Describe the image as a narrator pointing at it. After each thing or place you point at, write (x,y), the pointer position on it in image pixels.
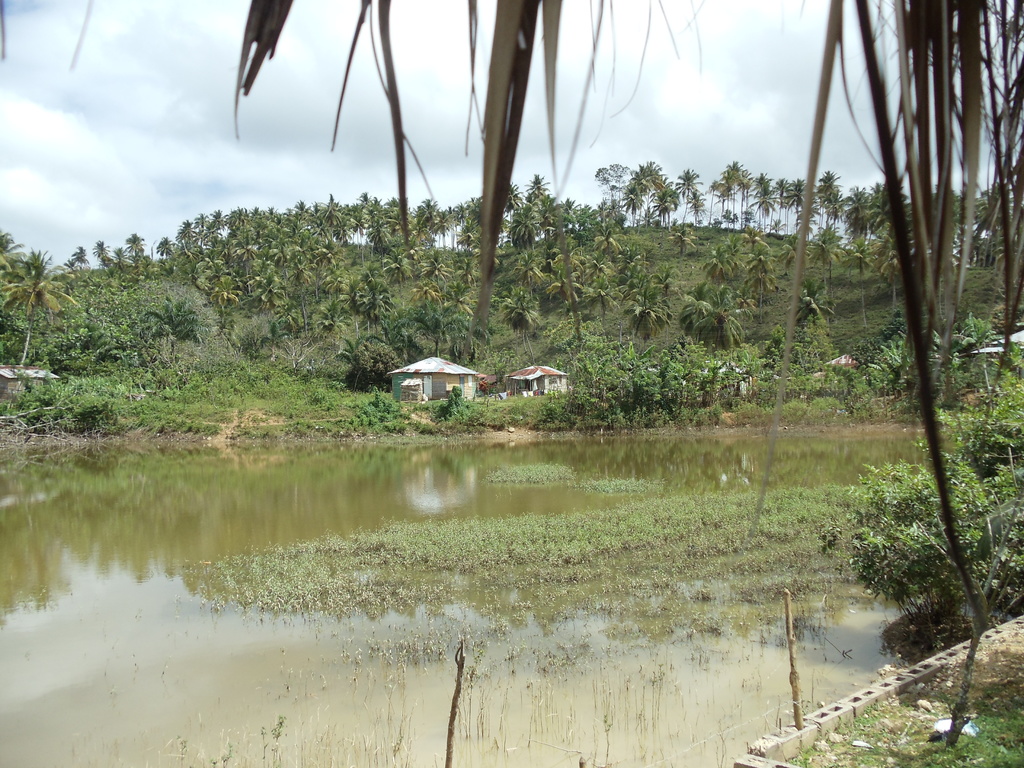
In this image we can see a pond (453,635). Behind the pond (237,663) grassy land (254,411), trees (463,333), hut (457,381) and cloudy sky (564,73) is present.
